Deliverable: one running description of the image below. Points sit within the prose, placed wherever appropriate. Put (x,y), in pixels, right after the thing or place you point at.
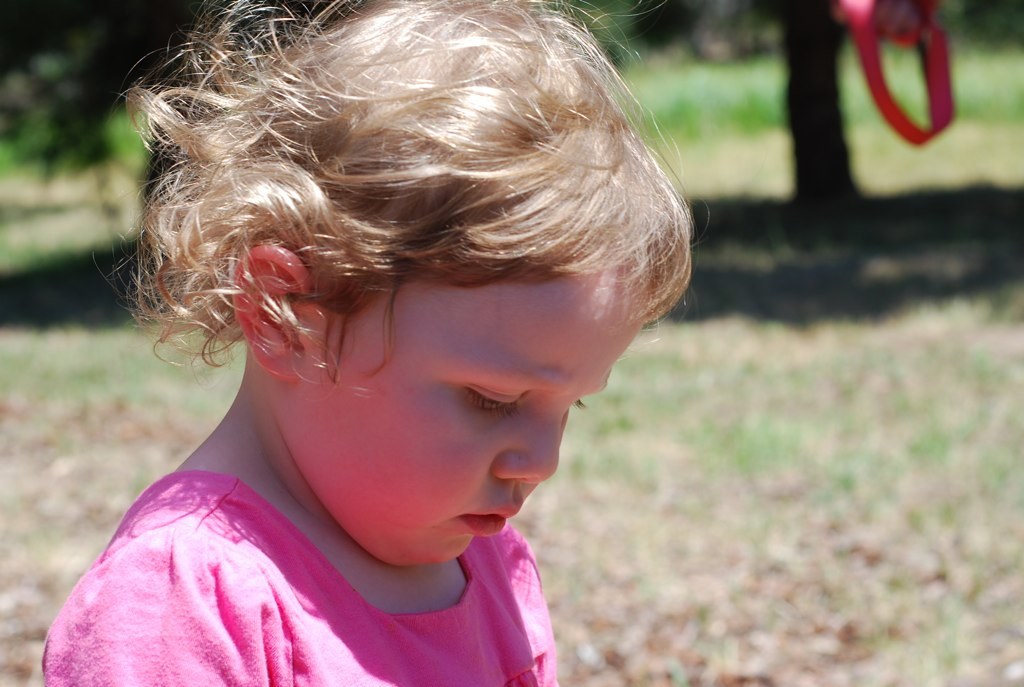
In this image we can see a child (482,477) looking downwards. We can also see some grass (724,399). On the backside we can see a tree (952,1) and a red object (918,137).
